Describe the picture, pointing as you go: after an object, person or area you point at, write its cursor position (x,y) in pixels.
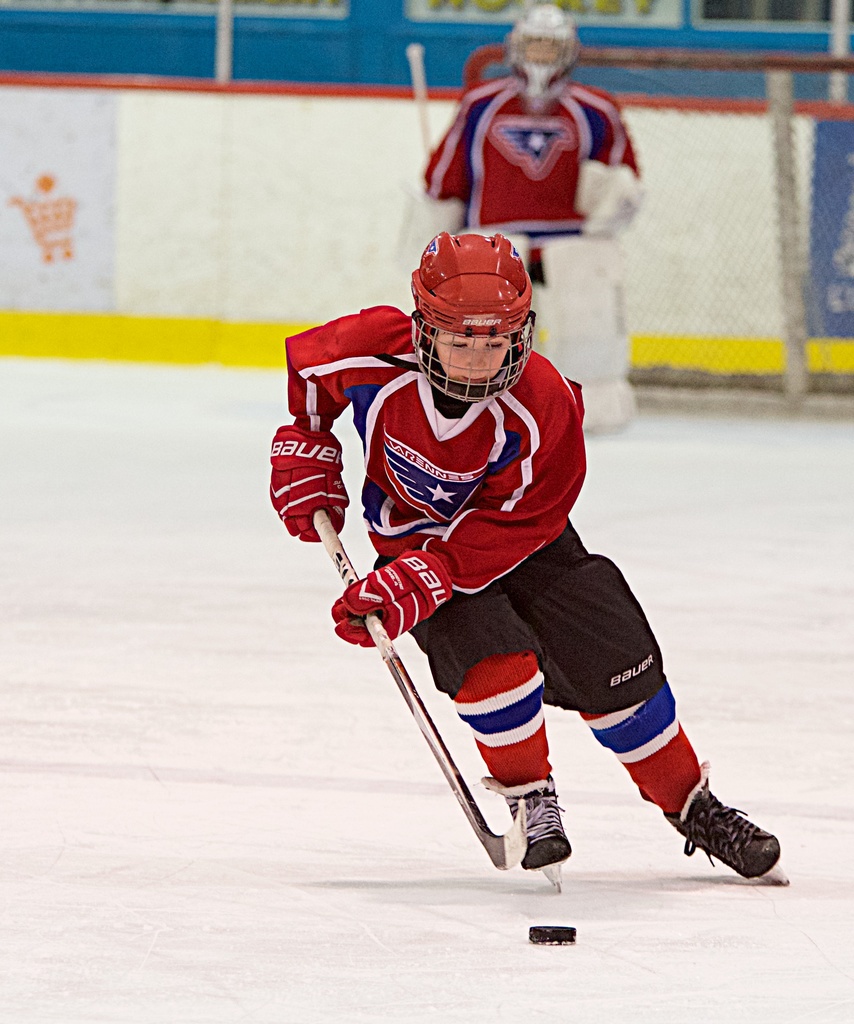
In this image I can see two persons (441,367). I can see both of them are wearing red colour dress (554,147), helmets (439,383), gloves (586,195) and I can see both of them are holding sticks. I can also see he is wearing black colour skating shoes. Here I can see a black colour thing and I can see this image is little bit blurry from background (836,195).
